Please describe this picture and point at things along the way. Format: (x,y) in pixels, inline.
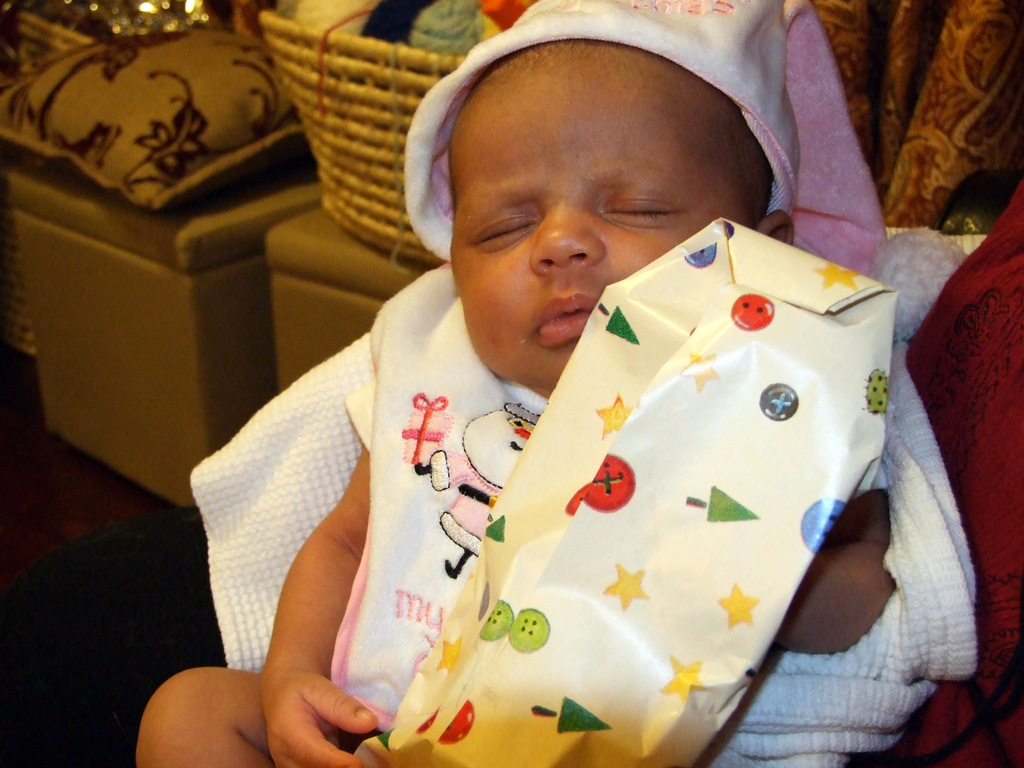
In the image we can see there is a baby (516,216) sleeping and holding packet (659,551). Behind there is basket (294,89) and pillow (266,91) kept on the chairs (329,306).
